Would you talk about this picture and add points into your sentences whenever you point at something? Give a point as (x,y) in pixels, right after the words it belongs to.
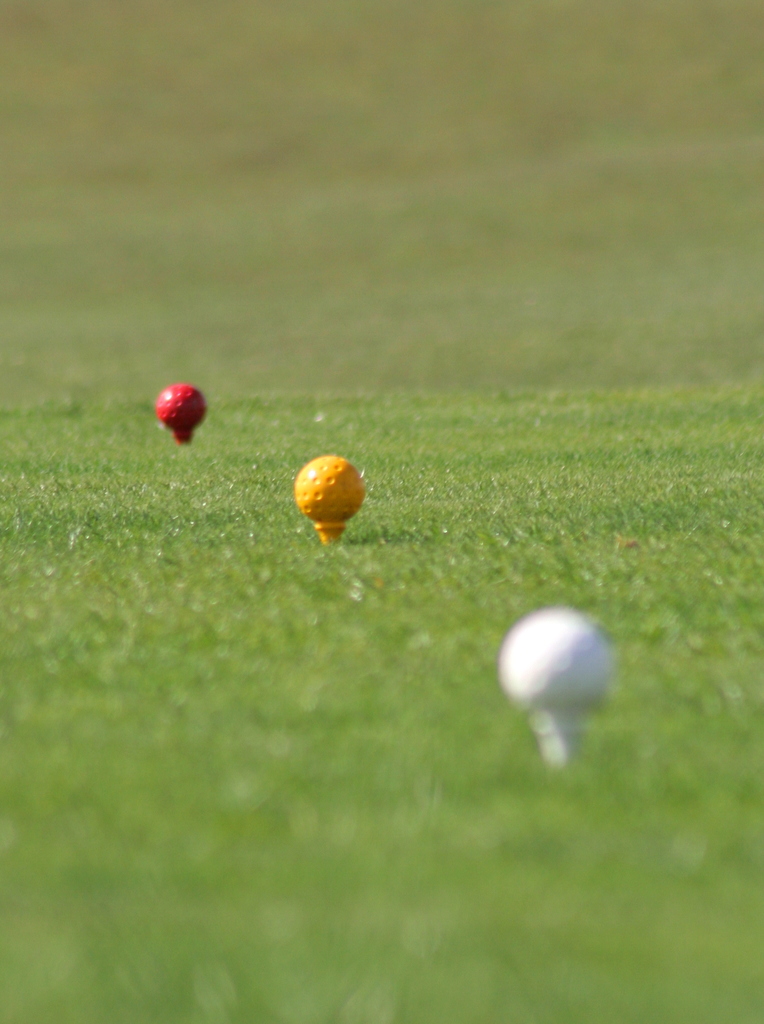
This image consists of a ground (337,327). At the bottom (326,816), there is green grass (309,667). There are three balls (572,699) kept on the ground (361,622) which are in different colors like white, yellow and red.
